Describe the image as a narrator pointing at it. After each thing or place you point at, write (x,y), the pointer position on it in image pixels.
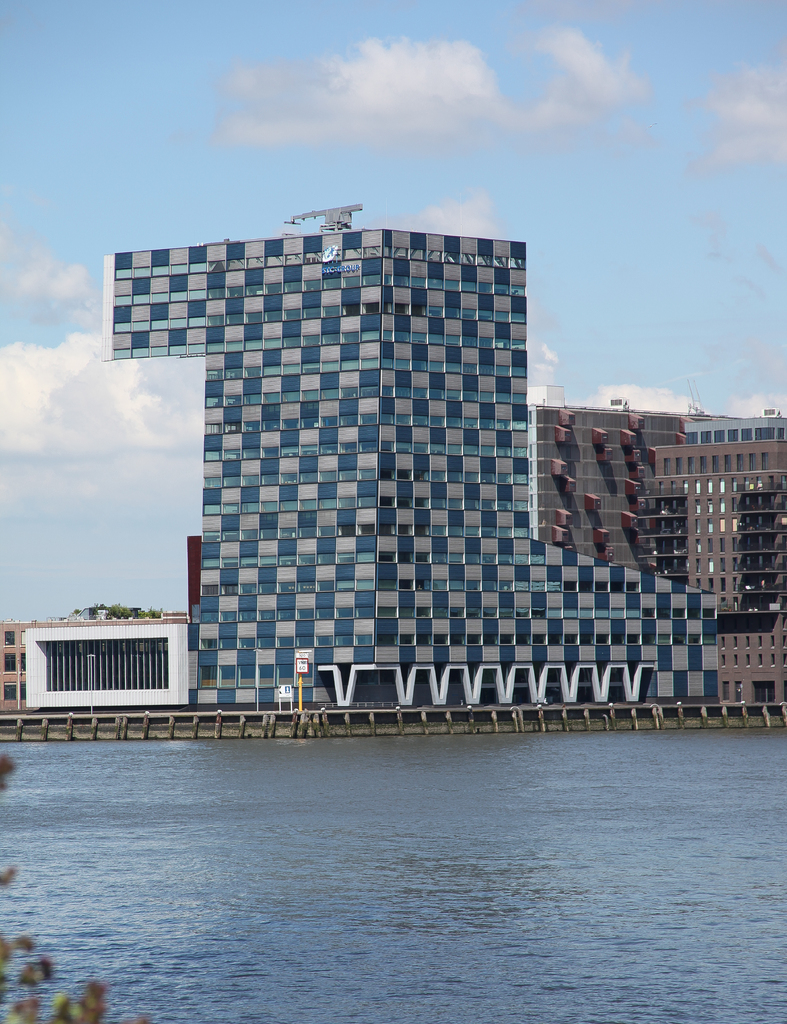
In this image we can see water (438,850), few buildings (274,636) and the sky (513,183) with clouds (461,100) in the background (431,100).
